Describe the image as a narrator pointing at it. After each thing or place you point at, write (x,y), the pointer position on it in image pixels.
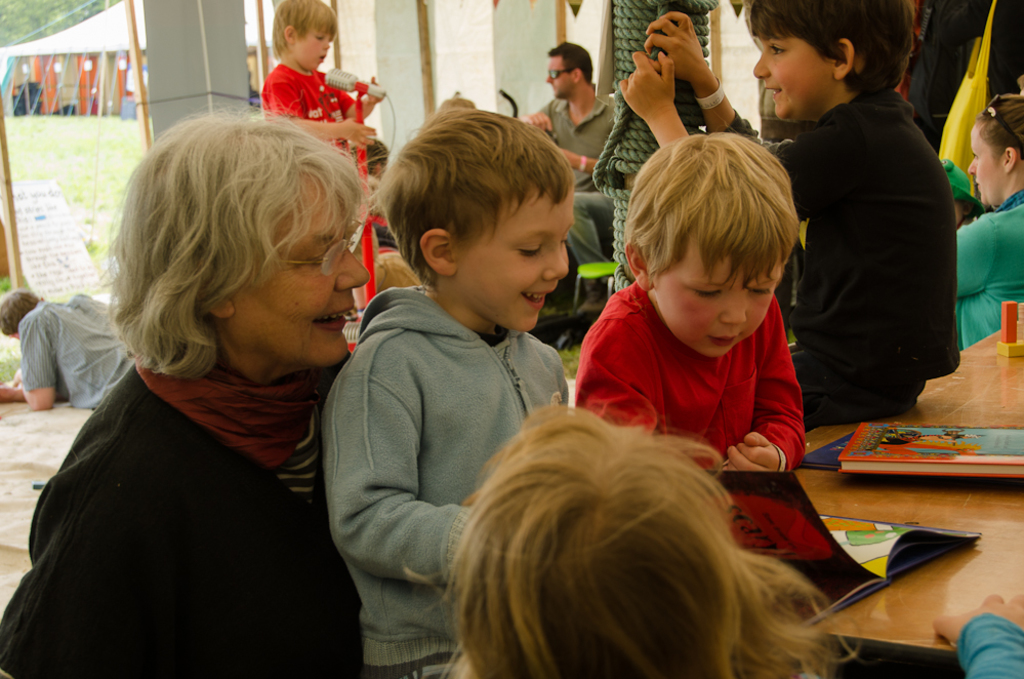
In this image I can see people (402,286) and children (458,221). In the background (358,85) I can see a microphone (344,83) and other objects (226,83). On the right side (953,515) I can see a table (996,513). On the table (915,504) I can see books (876,550) and other objects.
